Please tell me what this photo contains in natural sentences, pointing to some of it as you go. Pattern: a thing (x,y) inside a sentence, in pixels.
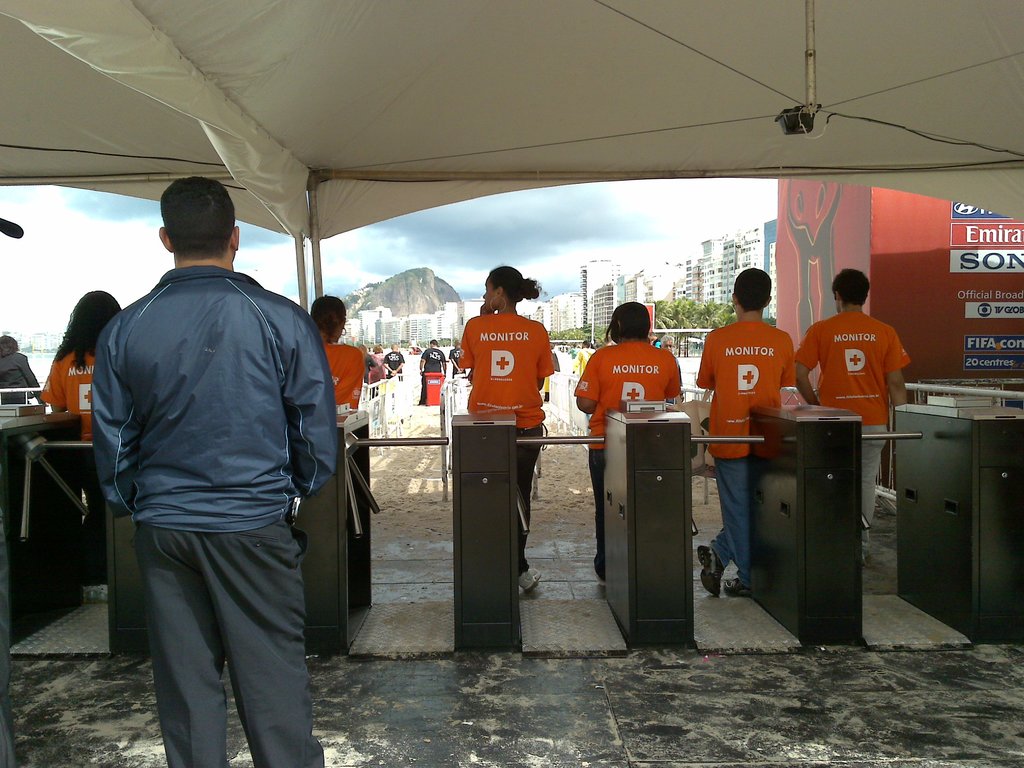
In this image, there are a few people (738,293). We can see the ground (454,677). We can see a board (892,215) with some text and images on the right (923,304). We can see some bar gates (516,493). We can see some white colored objects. There are a few buildings (570,322), trees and a rock hill (413,300). We can see the sky (506,217) with clouds (512,236). We can see the tent (543,100) at the top (467,146).
